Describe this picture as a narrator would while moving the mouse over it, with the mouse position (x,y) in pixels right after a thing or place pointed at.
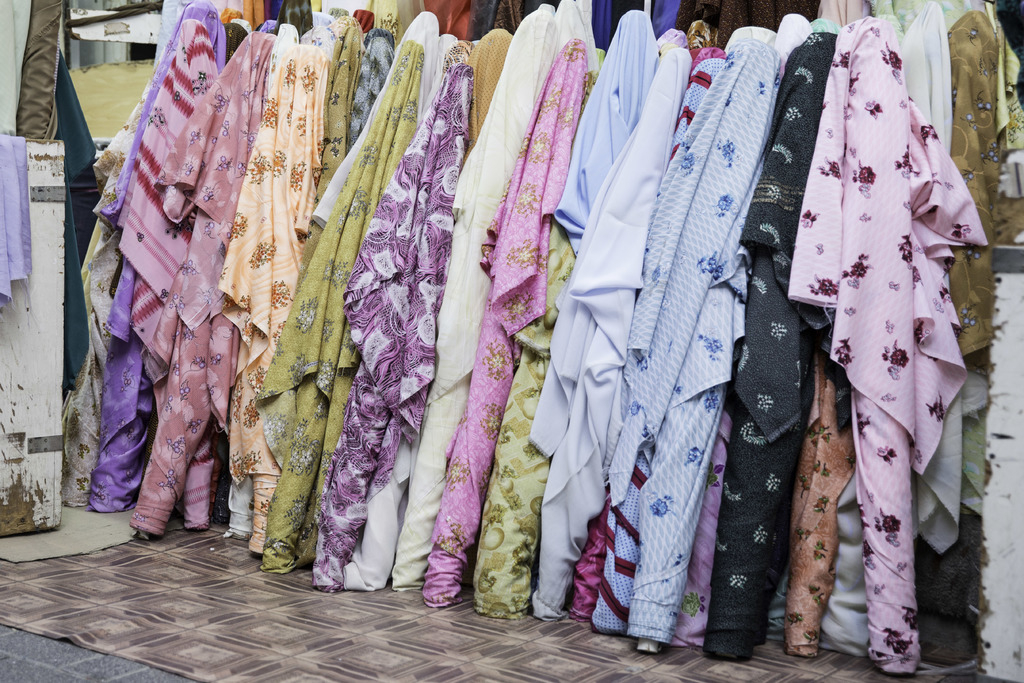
In this image I can see few clothes (310,155) in multi color, background (108,28) the wall (30,387) is in white color.
